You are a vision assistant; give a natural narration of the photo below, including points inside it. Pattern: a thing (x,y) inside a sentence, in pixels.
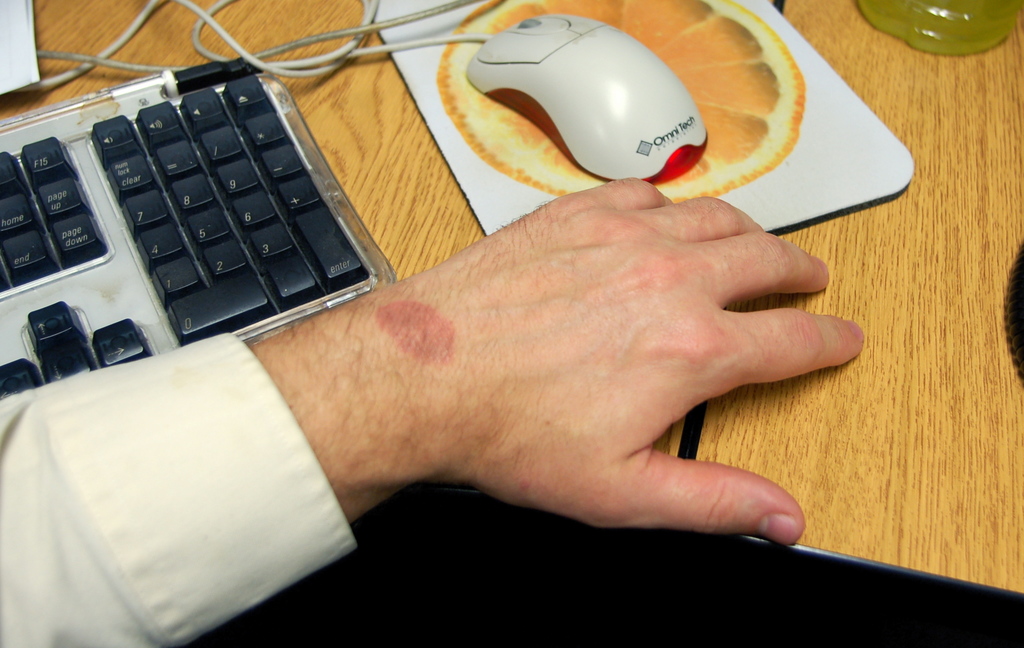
In this image I can see a keyboard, mouse (561,121), bottle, wires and a person's hand (504,355) on the table (746,435). This image is taken may be in a room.
